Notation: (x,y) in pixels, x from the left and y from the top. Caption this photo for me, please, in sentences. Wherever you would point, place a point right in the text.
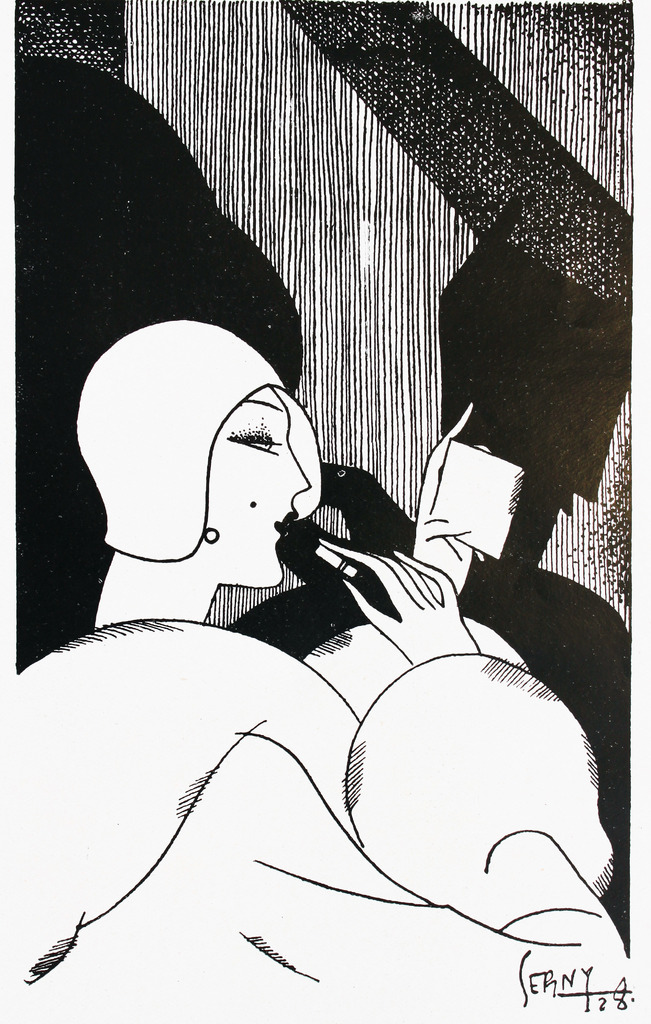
There is a painting (238,374) in which there is a person (252,385) holding an object (445,480) with one hand (428,607) and holding an object (328,553) with the other hand (397,601). In the background (237,331), there are some designs (95,126).
